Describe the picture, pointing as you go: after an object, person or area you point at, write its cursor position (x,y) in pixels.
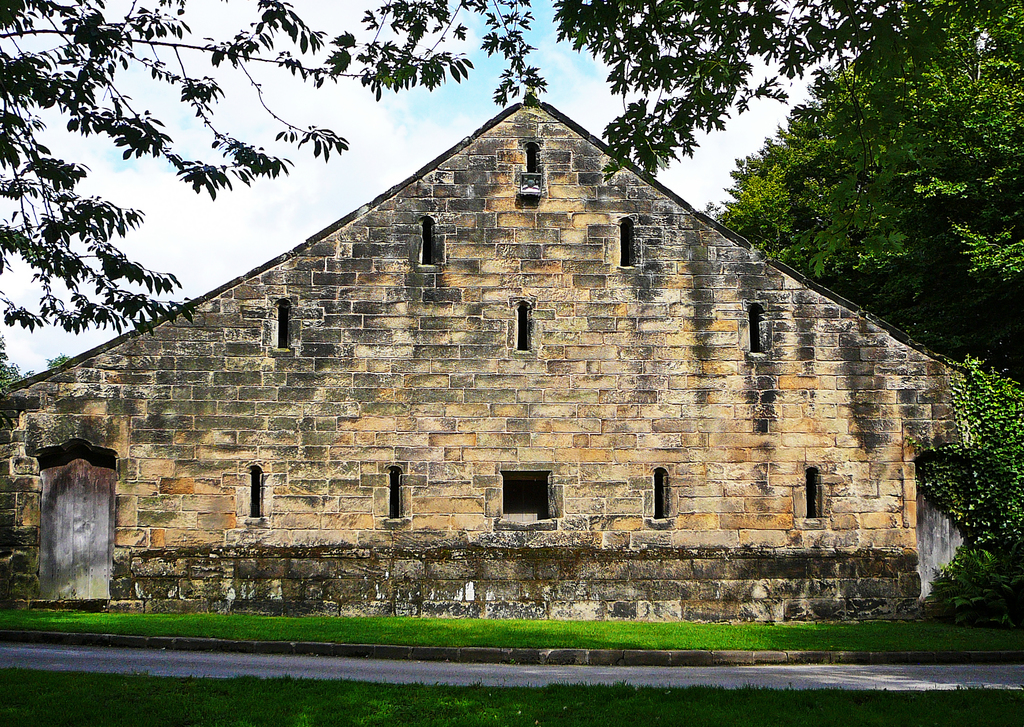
In this image there is a house (493,355) having windows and a door (946,552). Right side (983,581) there are plants (948,571) on the grassland (708,633). Bottom of the image (412,695) there is grassland (385,699). Beside there is a road (417,664). Background (910,227) there are trees (989,252). Top of the image (663,69) there are branches (99,321) having leaves (622,2). Behind there is sky (322,156).
